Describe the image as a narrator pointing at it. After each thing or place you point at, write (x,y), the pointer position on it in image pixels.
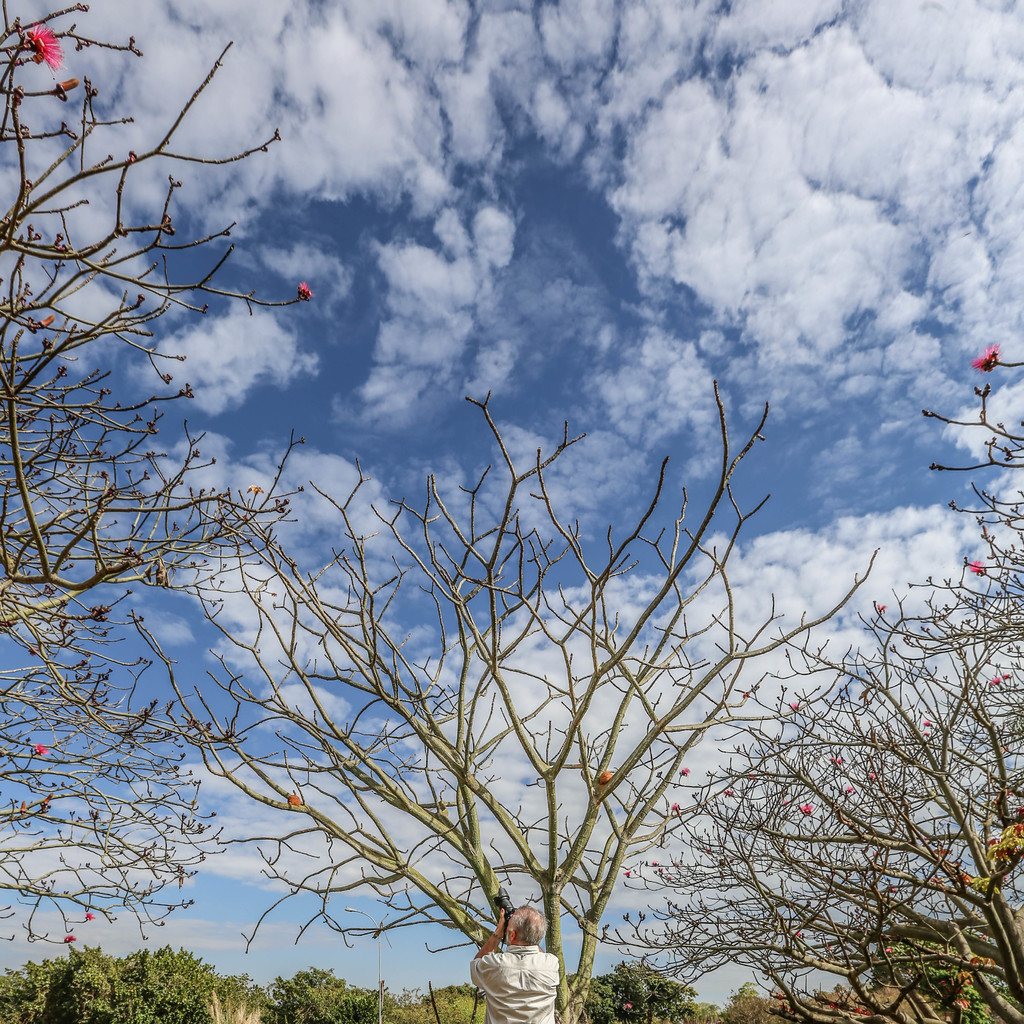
In this image we can see a person (525,950) holding a camera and taking a photo, there we can see few trees (594,676), flowers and also some clouds (676,46) in the sky (616,22).
